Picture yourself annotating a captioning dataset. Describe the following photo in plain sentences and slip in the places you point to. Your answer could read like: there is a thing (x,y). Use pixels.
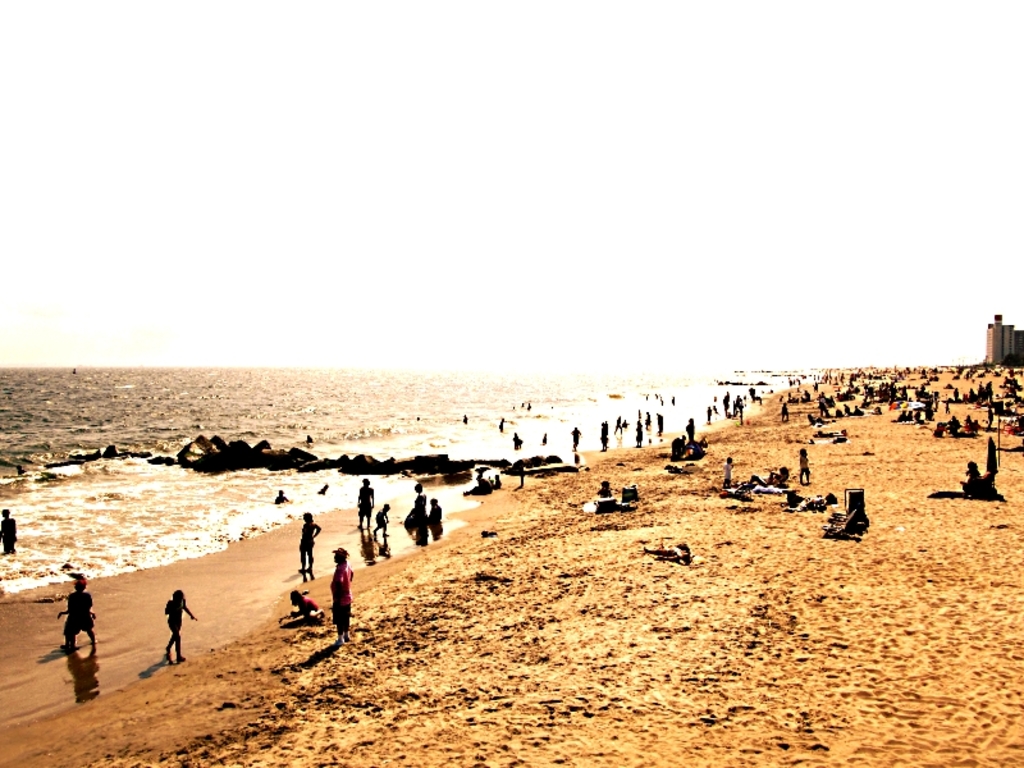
In this image I can see group of people (916,419), some are standing and some are sitting. Background (980,295) I can see few buildings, water (341,487) and the sky (510,204) is in white color.
